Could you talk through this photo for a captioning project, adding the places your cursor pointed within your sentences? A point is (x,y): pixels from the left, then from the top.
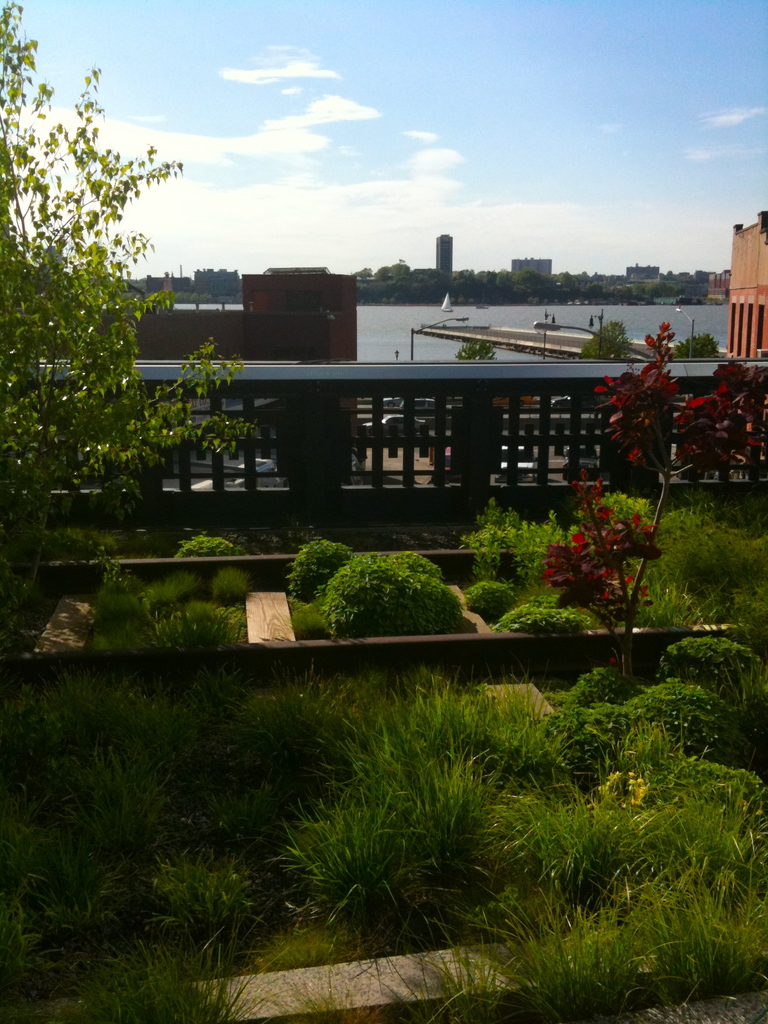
In this image there is grass (300,703) on the ground (278,786) which is in the front (524,715) and there is a fence (414,432) in the center (379,377) and there are buildings (236,349) in the background (298,294) and the sky (383,185) is cloudy. On the left side (44,294) there is a tree (82,319) and there are plants (365,570) in the center (408,570).
